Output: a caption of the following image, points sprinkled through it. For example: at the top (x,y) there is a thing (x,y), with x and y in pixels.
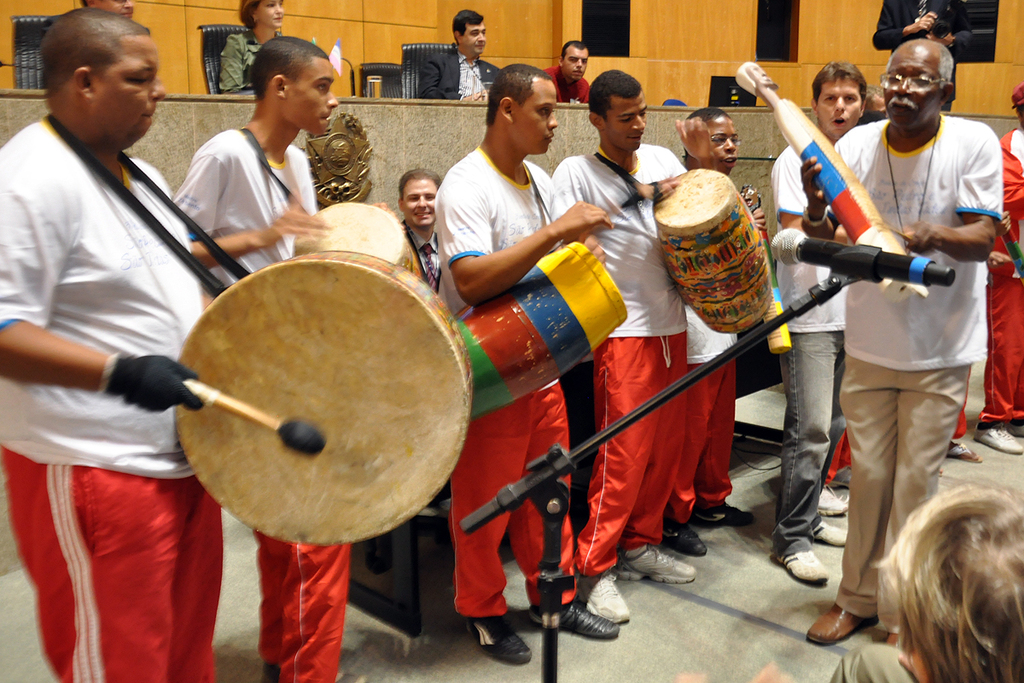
In the picture we can see some men (449,254) are standing and holding a drum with drumstick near the microphone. In the background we can find some people (437,268) are sitting on the chairs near the desk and we can find some glasses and computer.
